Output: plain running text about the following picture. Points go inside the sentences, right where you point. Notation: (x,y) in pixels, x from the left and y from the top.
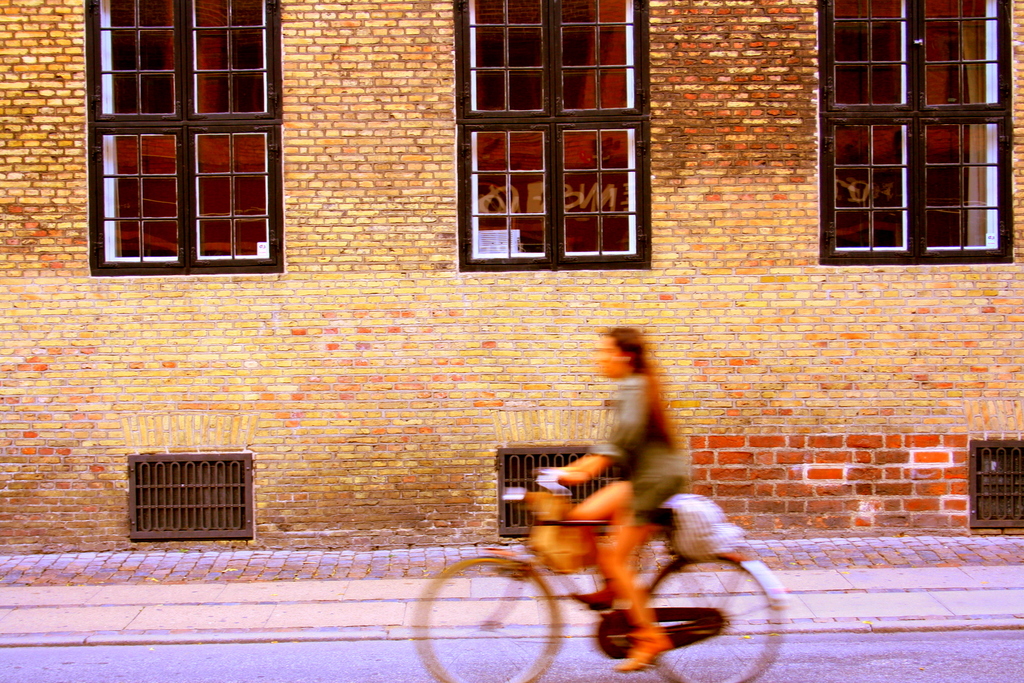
In this picture we can see a person (589,478) is riding bicycle (490,553) on the road (947,638), beside to the road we can find few windows (942,242), metal grilles (553,449) and a wall (548,323).
